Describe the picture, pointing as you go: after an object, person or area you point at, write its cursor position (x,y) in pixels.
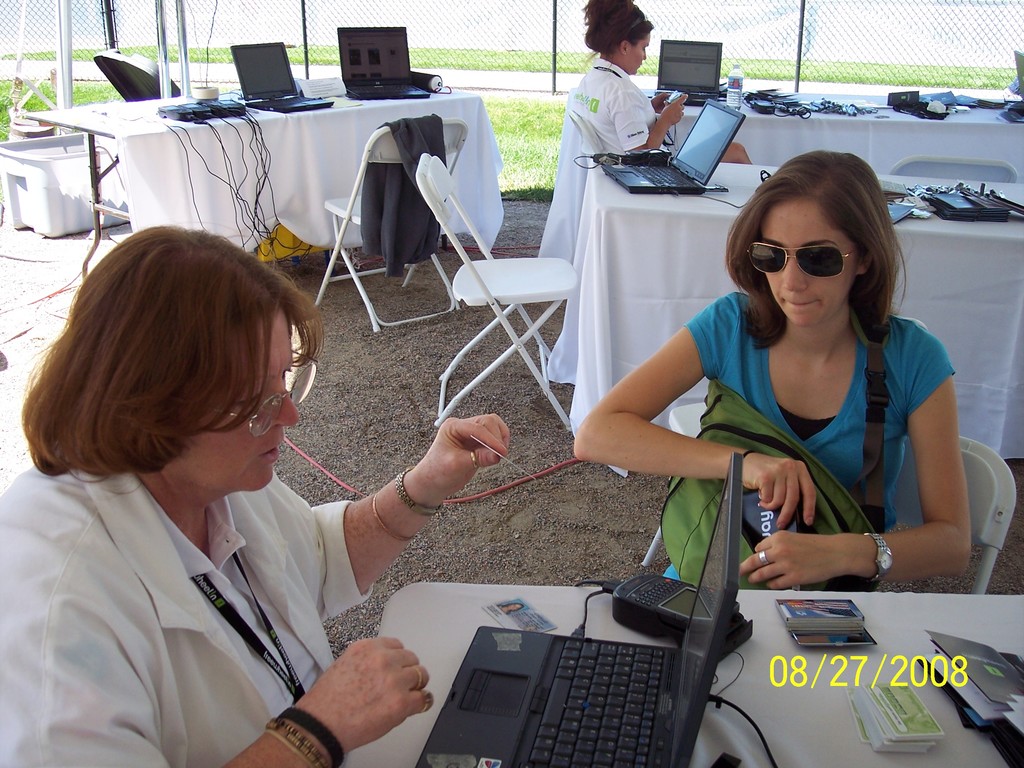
In this image there is one person (300,570) sitting at left side of this image (235,640) is wearing white color dress (177,644). There is one other women (796,474) sitting at right side of this image (825,452) is wearing blue color t shirt (858,438) and holding a bag (826,504). There is a table (423,718) at bottom of this image, and there is one laptop (567,701) is kept on to this table (776,702). there are some objects (906,715) at bottom right corner of this image (914,705). There are three more tables (679,238) at top of this image (437,102) and these tables (306,172) are covered with white color cloth (599,180), and there are some chairs (456,302) in middle of this image (458,287) which is in white color. There are some laptops (265,43) at top left side of this image (307,86) and top right side of this image (708,113) as well, and there is a fencing wall (410,32) at top of this image (354,21).
